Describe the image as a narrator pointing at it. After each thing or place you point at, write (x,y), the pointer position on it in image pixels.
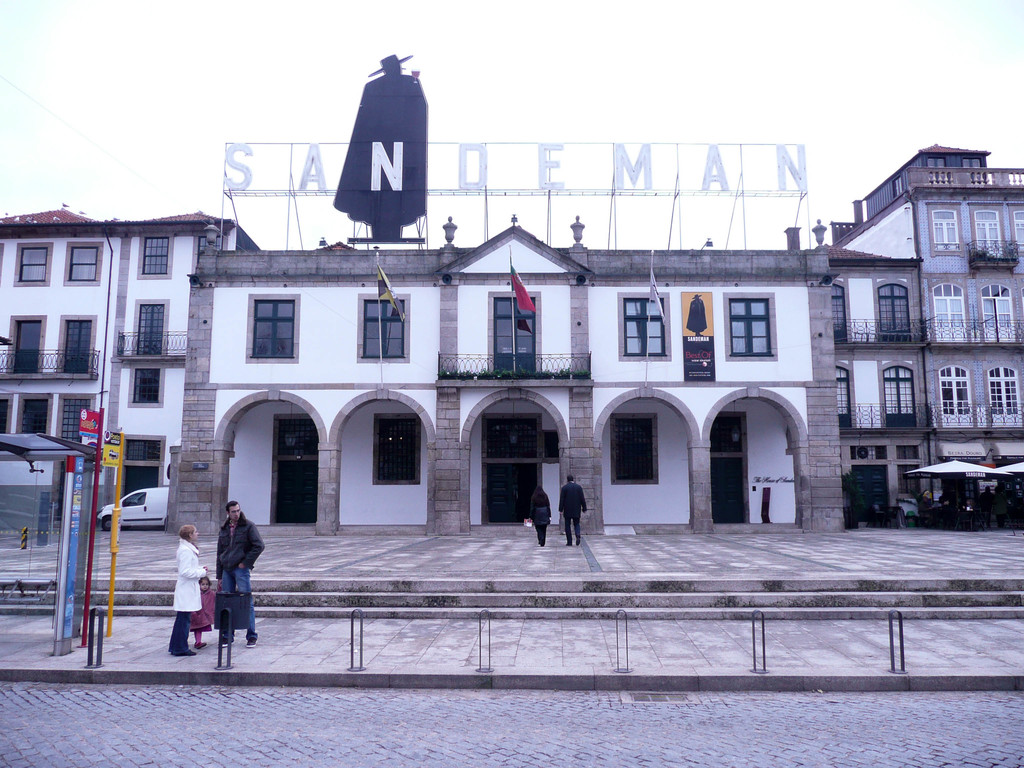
In this image, we can see persons (180,599) wearing clothes (227,580). There is a cutout (356,201) on building (431,290) which is in the middle of the image (431,404). There are poles (114,578) beside the road (135,700). There is a vehicle (131,508) on the left side of the image (126,520). There is a sky (531,61) at the top of the image (527,45).
